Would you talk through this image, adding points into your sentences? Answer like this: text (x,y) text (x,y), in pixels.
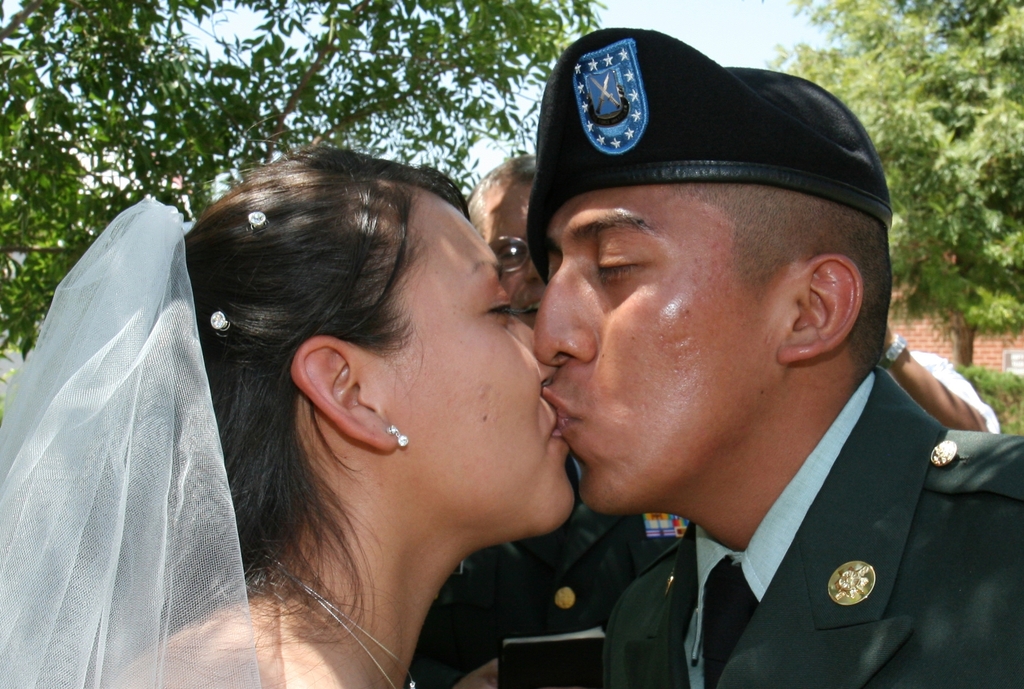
In this image I can see a man (754,363) and a woman (498,390) are kissing each other. In the background (519,244) I can see a man (483,204), trees (477,103), a brick wall (929,328) and the sky (652,23).
